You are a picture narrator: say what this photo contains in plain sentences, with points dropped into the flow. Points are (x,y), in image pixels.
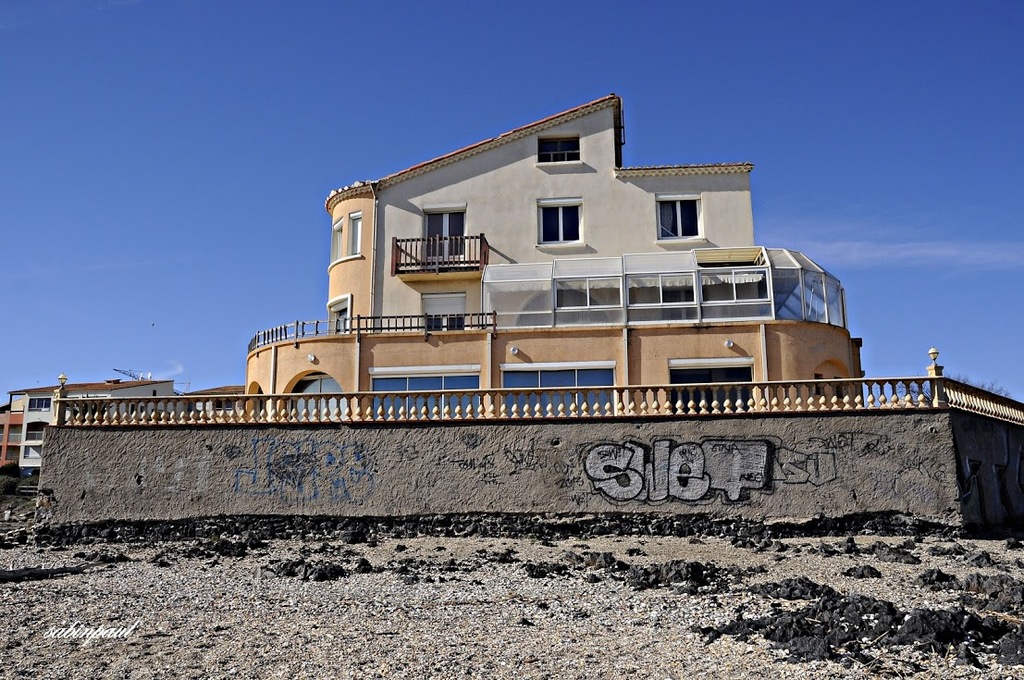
In this picture I can see there is a building (476,244) and it has a balcony (450,243), doors (450,232), windows (548,210) and there is a wall (206,433) in front of the building (446,258) and in the backdrop (80,386) there are few more buildings (133,391) and the sky (853,126) is clear.
